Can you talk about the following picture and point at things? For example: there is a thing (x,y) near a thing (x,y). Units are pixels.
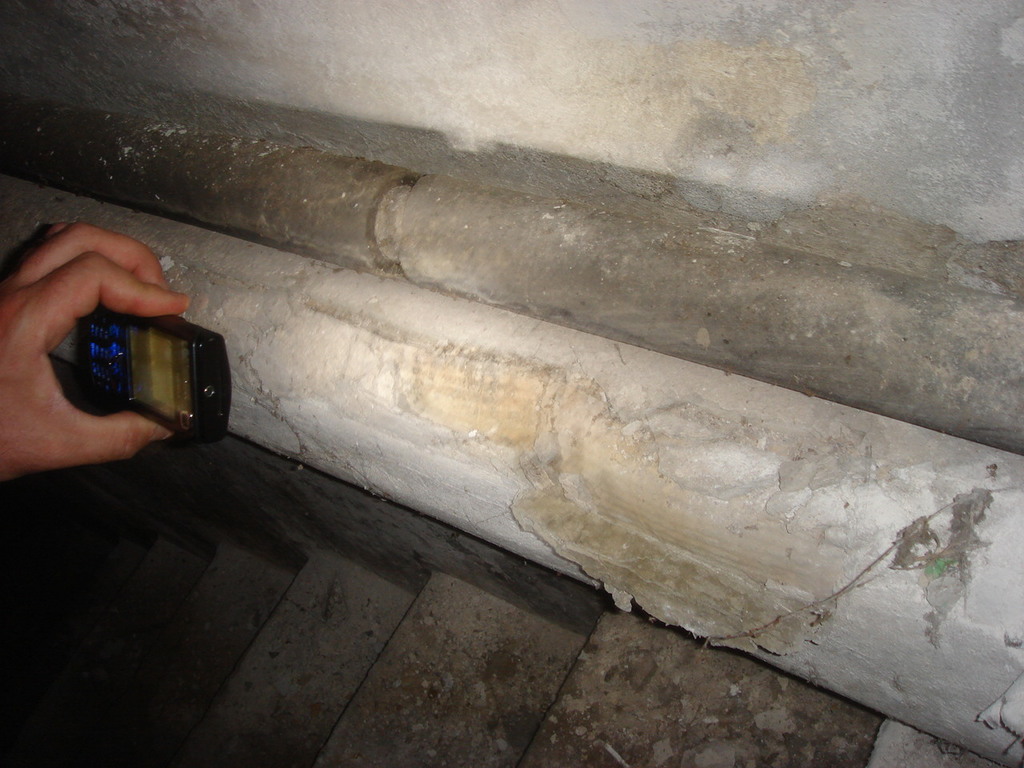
On the left side (44,356), I can see a person's hand (41,364) holding a mobile (153,386). At the bottom of the image (200,651) I can see the stairs (369,651), beside there is a wall (439,152).
